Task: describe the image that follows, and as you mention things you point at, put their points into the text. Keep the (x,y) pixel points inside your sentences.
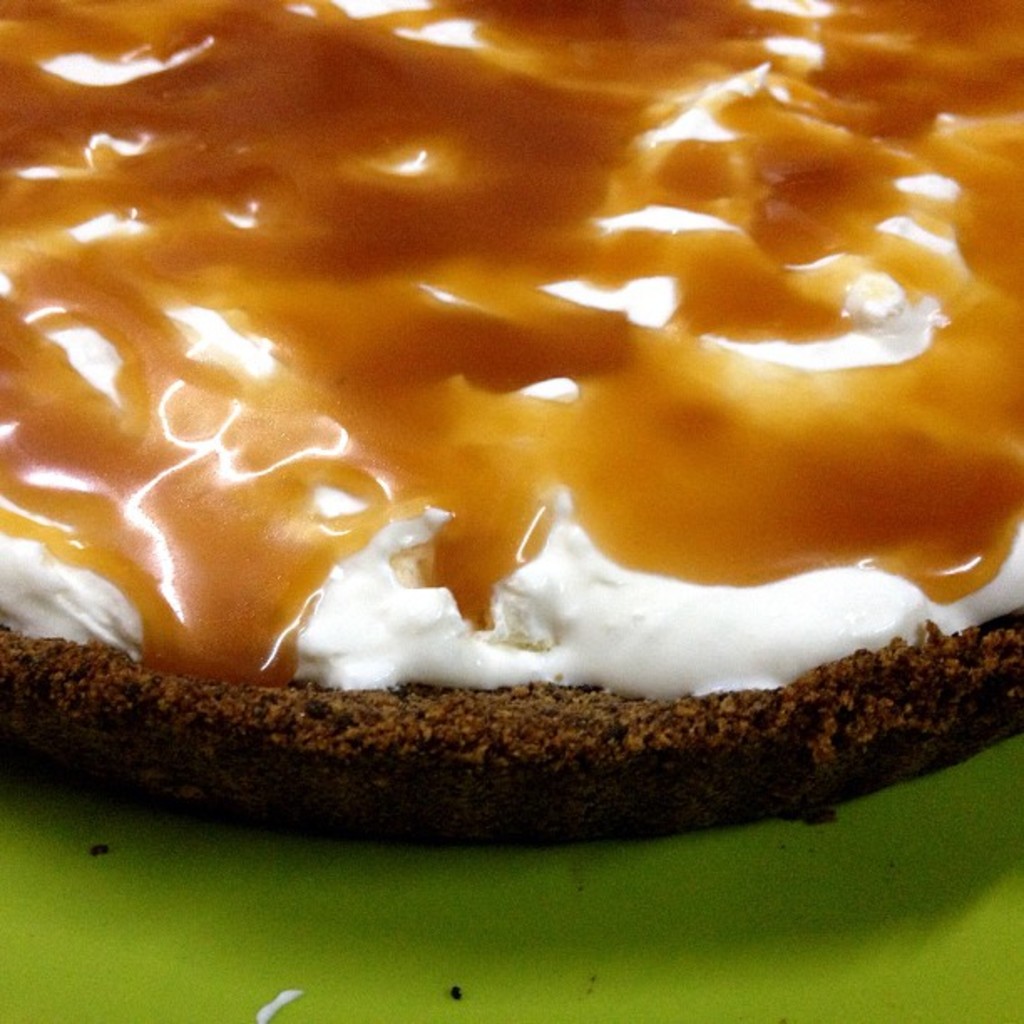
In this picture we a cake (180,785) on the green plate (272,827) and there is white cream (422,620) and honey (478,480) on top of it.
